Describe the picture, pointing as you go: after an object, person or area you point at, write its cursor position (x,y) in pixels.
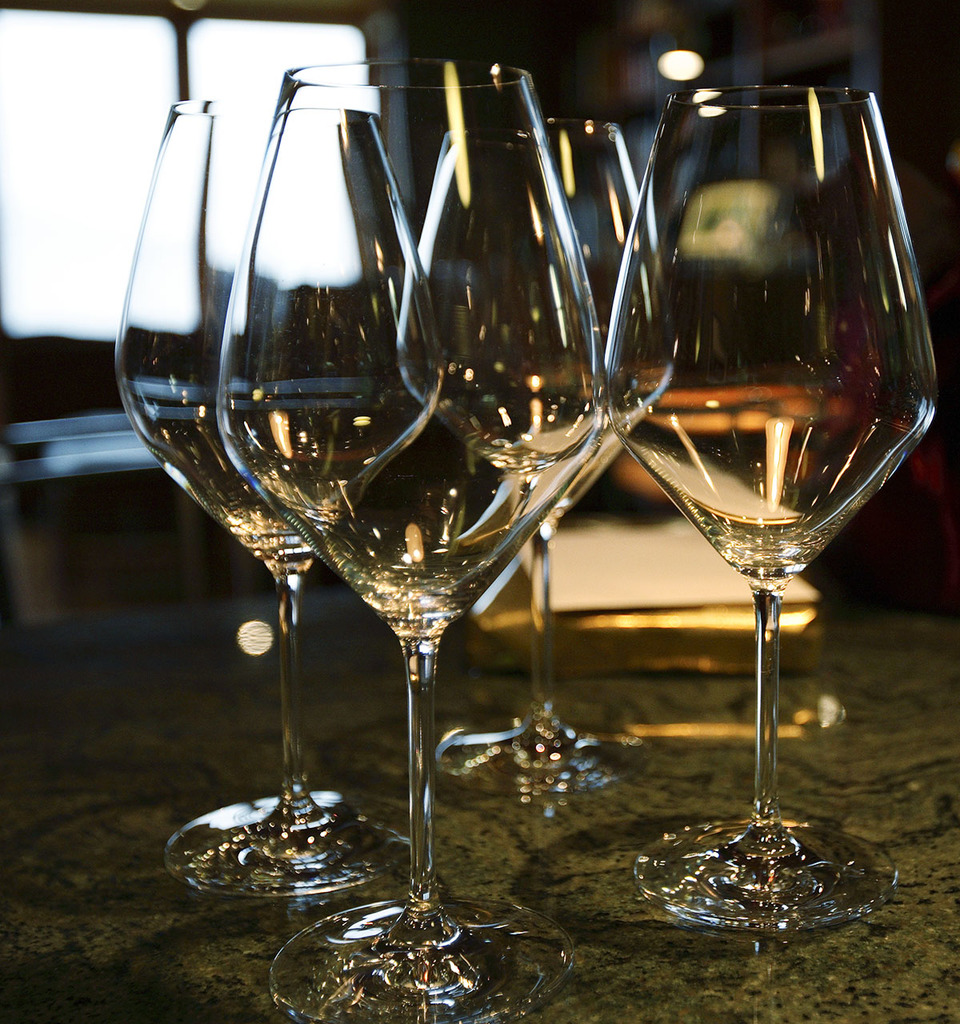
In this picture I can see the wine glasses (512,417), at the top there is a light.
